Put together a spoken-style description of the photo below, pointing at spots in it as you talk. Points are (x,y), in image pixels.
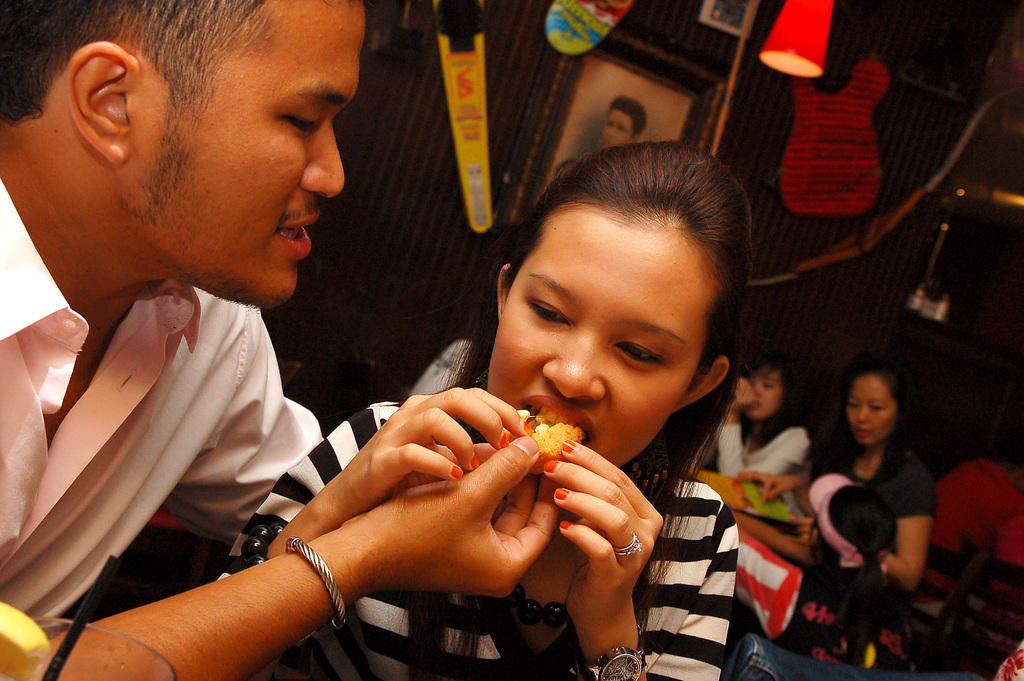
In this image in the foreground (567,214) I can see man (87,203) and woman (573,336), behind them there may be the wall (890,189), on which there is a photo frame (709,81), at the top (479,66) there are some lights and objects (456,58), on the right side (723,422) there are three women (797,430) and chair (1021,604), some other objects (768,555) visible.
